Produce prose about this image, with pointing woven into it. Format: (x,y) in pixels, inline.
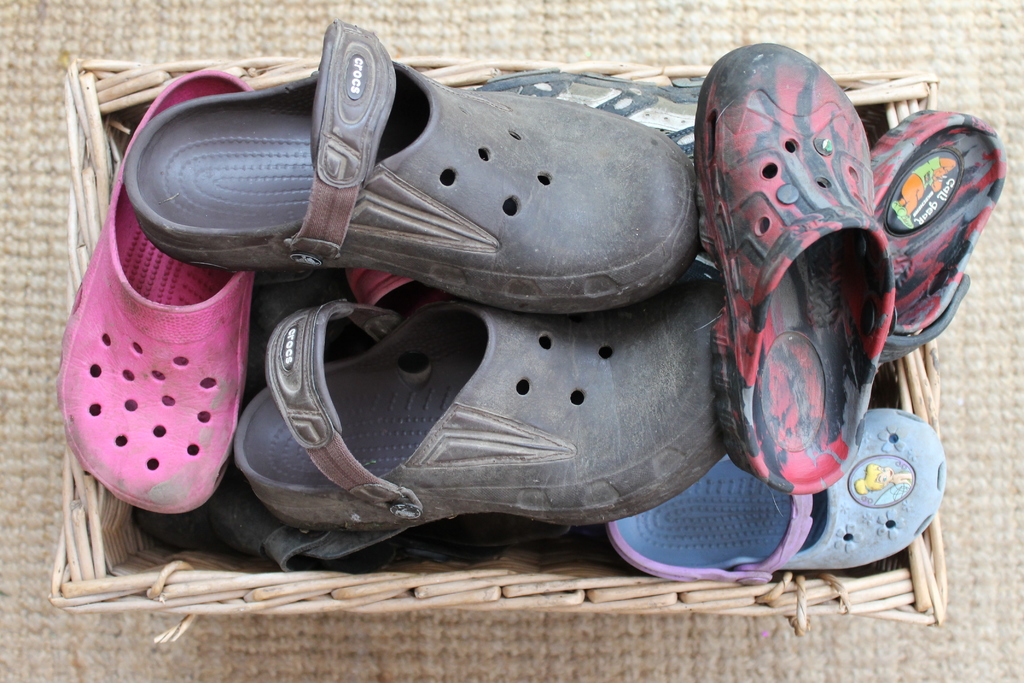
We can see footwear (562,445) in a basket (347,582).
